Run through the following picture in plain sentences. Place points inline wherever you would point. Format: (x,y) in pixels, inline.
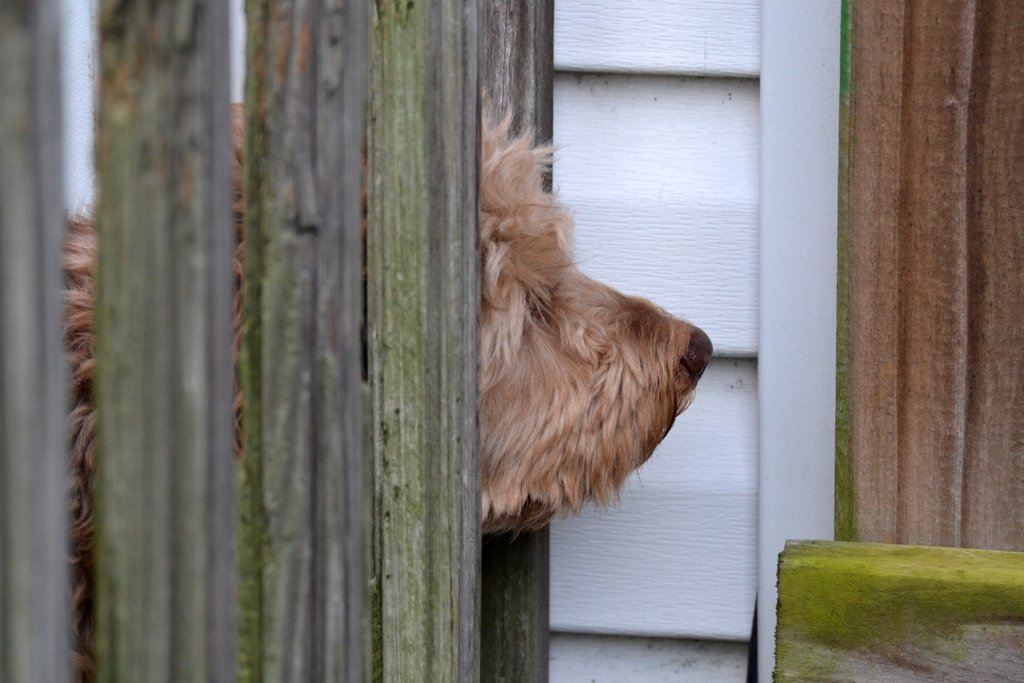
In this image, I can see a dog (494,390), which is behind the wooden fence (446,419). In the background (749,224), there is a wall (817,477). At the bottom right corner of the image (874,603), I can see an object (903,621).
